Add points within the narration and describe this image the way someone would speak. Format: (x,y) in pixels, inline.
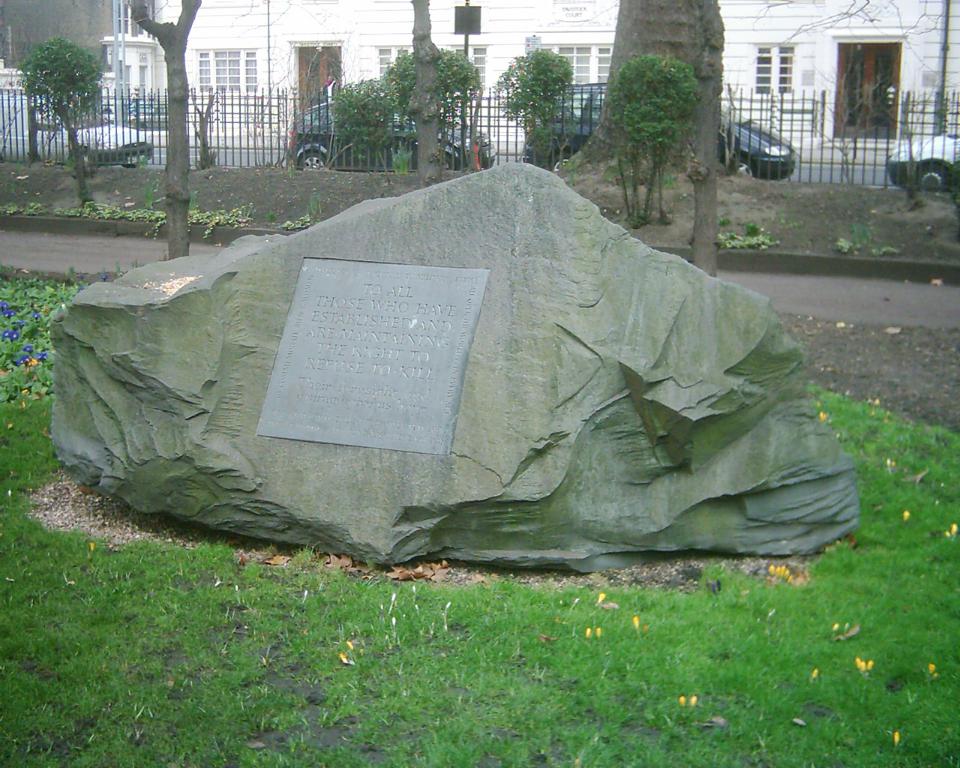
In this image we can see a building (831,10). There are many trees (175,205) and plants (104,217) in the image. There is a grassy land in the image. There is some text (404,354) on the rock (526,484). There are few boards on the image. There are few vehicles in the image.
